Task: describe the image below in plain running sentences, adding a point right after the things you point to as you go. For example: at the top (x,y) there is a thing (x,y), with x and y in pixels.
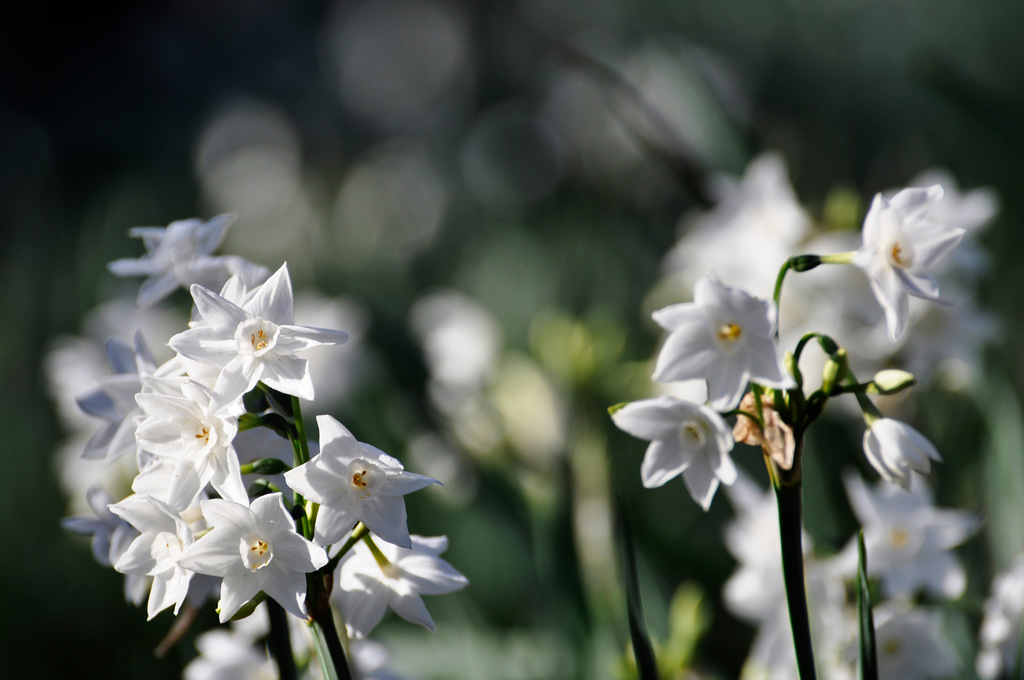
In this image we can see plants (333,327) with flowers (701,370). The background of the image (456,114) is blur.
